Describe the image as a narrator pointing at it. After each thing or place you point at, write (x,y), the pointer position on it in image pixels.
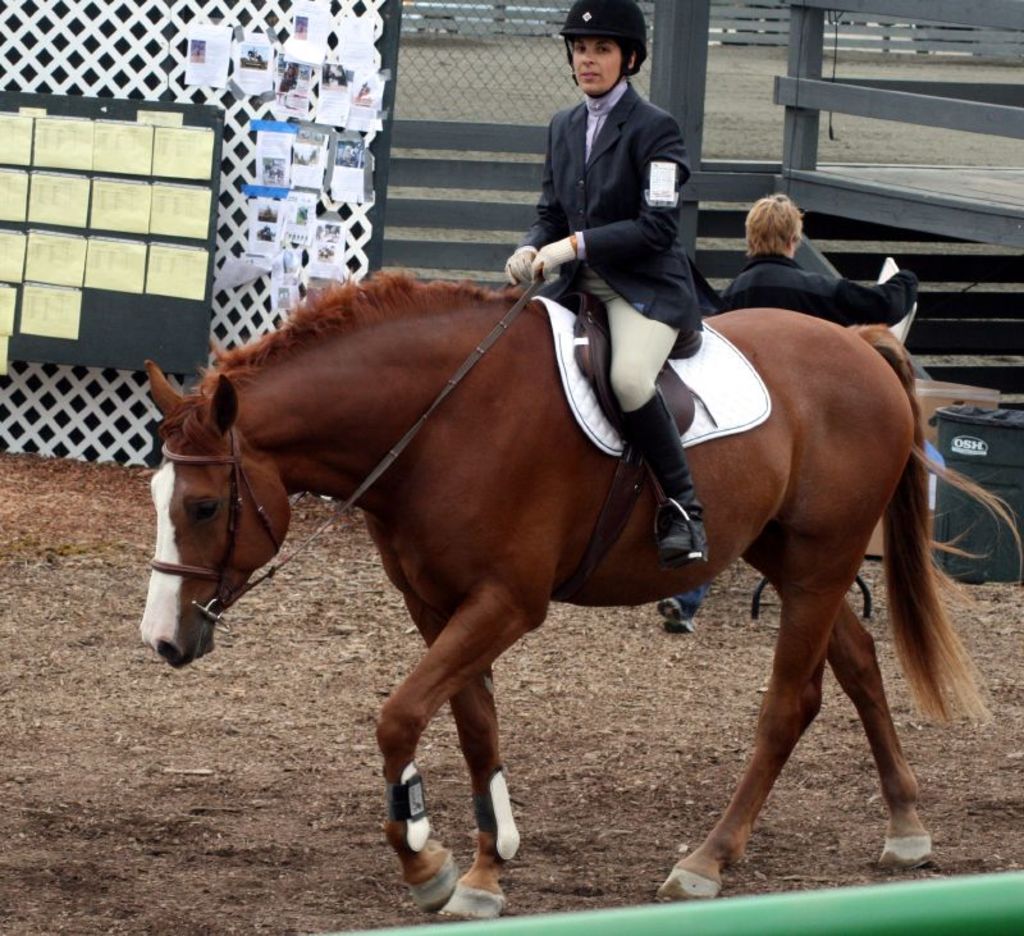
In the image we can see there is a person (695,283) sitting on the horse (562,458) and holding rope (433,401) of the horse (457,391). She is wearing helmet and hand gloves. The ground (282,868) is covered with mud (325,806) and there are paper clippings (60,180) kept on the wall (285,143). Behind there is another person (793,283) standing and there are small stairs (880,217).
